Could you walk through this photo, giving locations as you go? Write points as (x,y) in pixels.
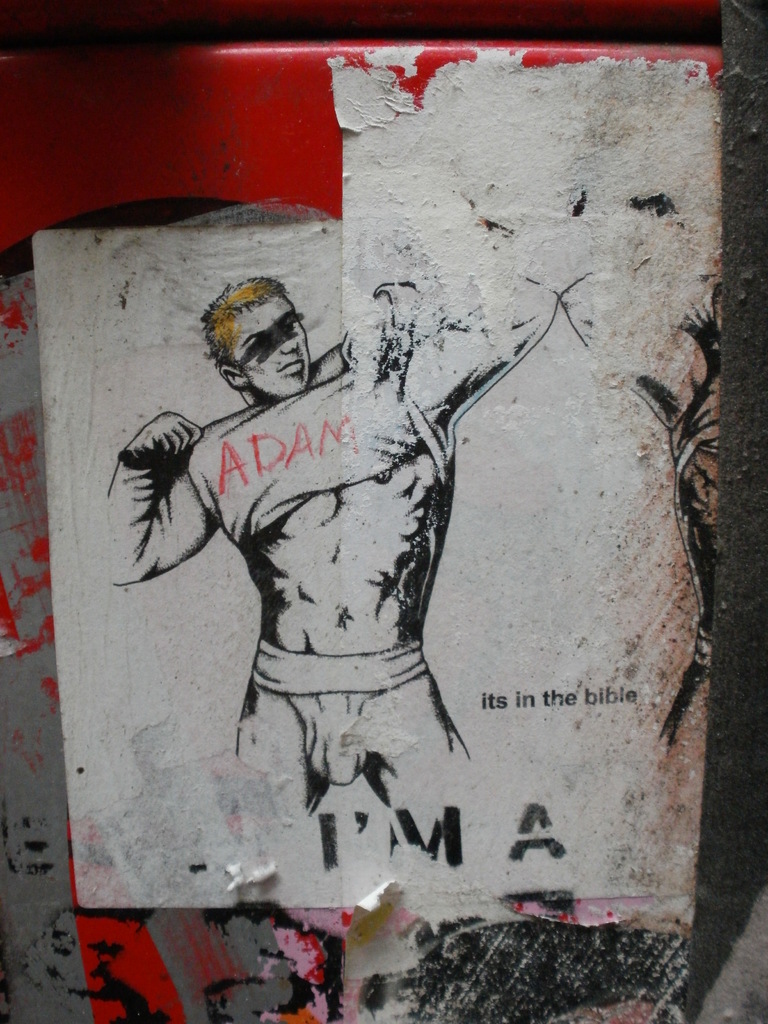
In this picture I can see a paper (391,408) on the wall (743,385) with some text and a cartoon image (259,410) of a man (304,565).
